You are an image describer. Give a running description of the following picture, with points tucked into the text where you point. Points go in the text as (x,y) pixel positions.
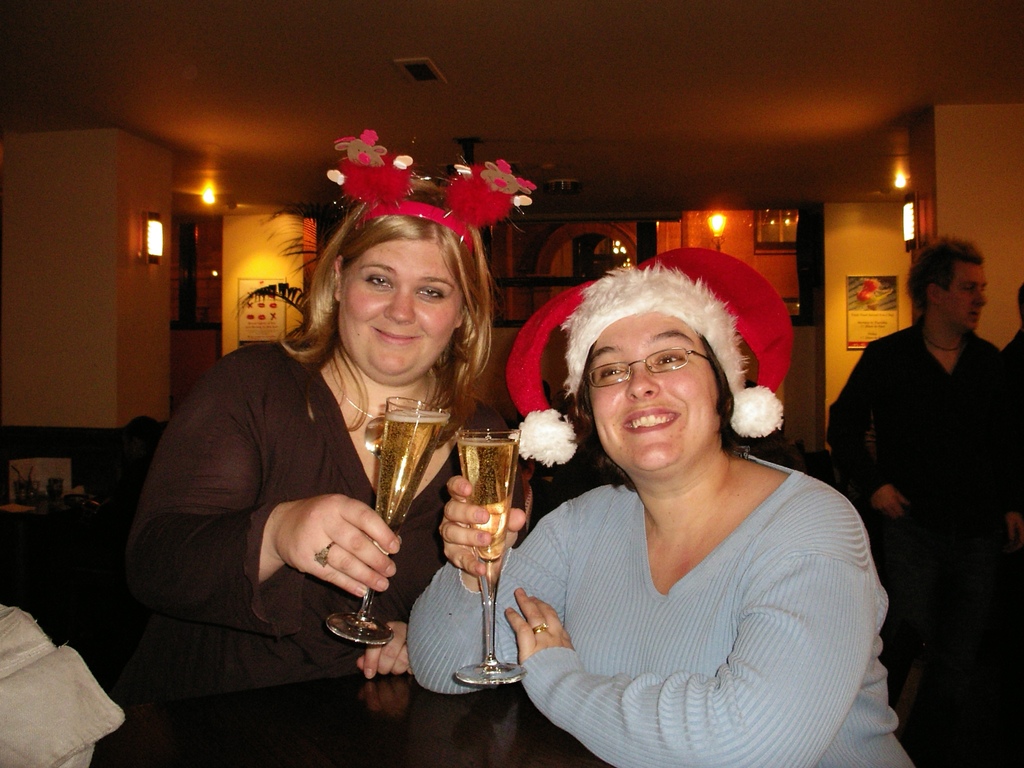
there are two women (359,444) standing and holding a glass (398,474) with a liquid (488,446).
